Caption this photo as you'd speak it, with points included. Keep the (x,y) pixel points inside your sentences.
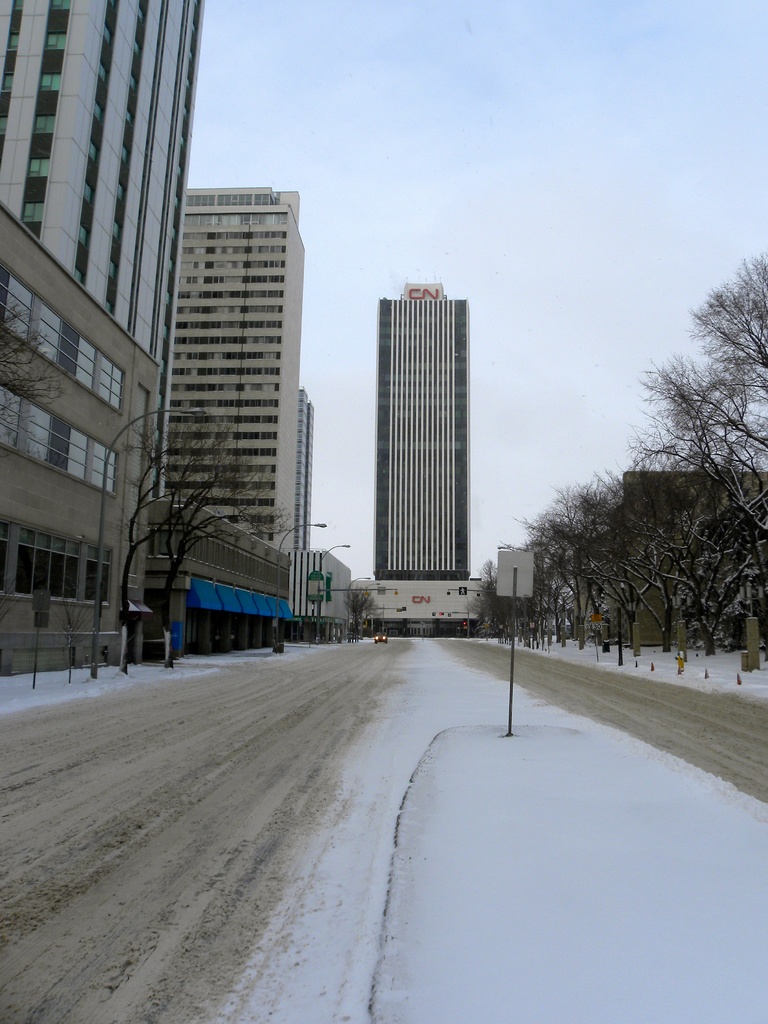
In the center of the image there is a board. There is a car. At the bottom of the image (500,819) there is snow (552,800) on the surface (568,838). On the right side of the image (680,646) there are a few objects (684,659). In the background of the image (689,638) there are buildings (413,566), trees (700,586), street lights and sky (609,195).
